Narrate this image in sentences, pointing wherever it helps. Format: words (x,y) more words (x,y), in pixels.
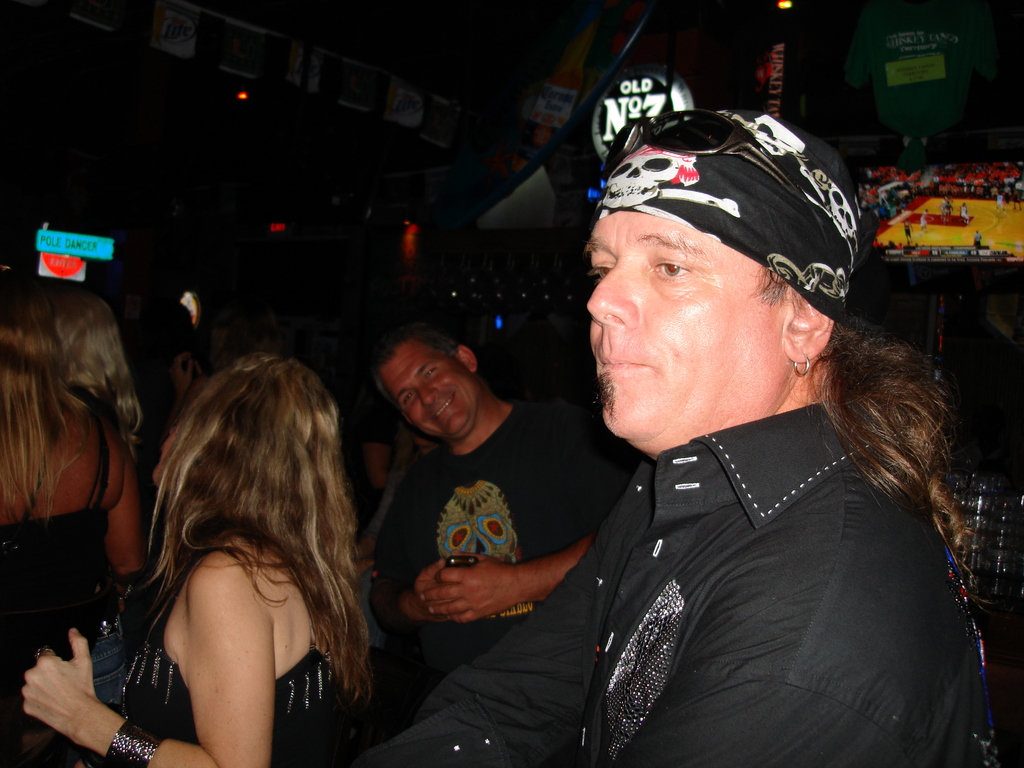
In this image, I can see a group of people (488,448). In the background (638,97), there are banners (289,86), boards (72,242) and few other objects (534,127). On the right side of the image (1010,174), I can see a television (997,167) with a stand (981,285).
